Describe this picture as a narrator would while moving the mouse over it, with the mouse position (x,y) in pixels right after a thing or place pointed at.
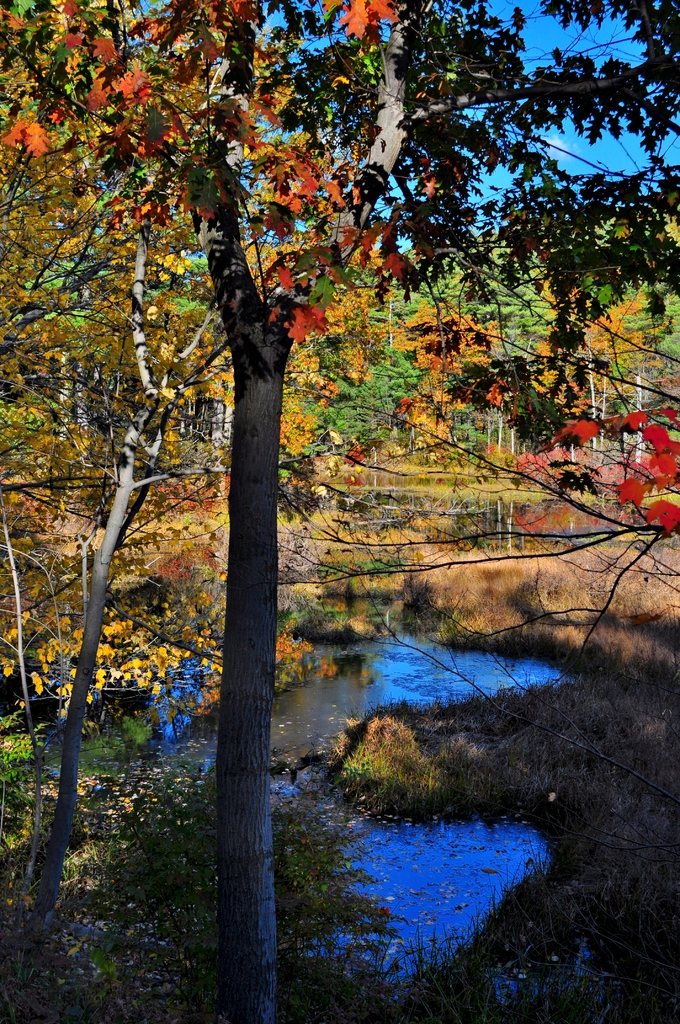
In this image in the front (271,419) there are trees (271,419). In the center (356,647) there is water (371,647). In the background (344,401) there are trees (307,435) and there's grass (565,563) on the ground (476,492).
